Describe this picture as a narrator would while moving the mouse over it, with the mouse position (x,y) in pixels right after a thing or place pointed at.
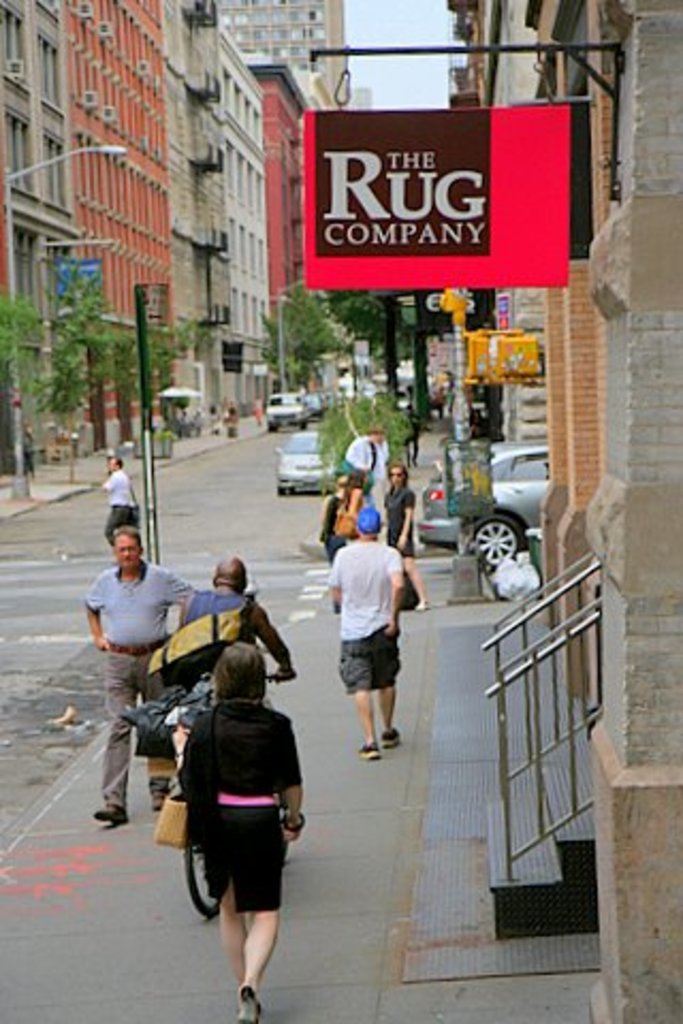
In this picture I can see group of people (264,833) standing, there are vehicles (290,407) on the road (229,500), there are trees (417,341), poles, boards (457,257), buildings (239,62), and there is sky (384,66).
